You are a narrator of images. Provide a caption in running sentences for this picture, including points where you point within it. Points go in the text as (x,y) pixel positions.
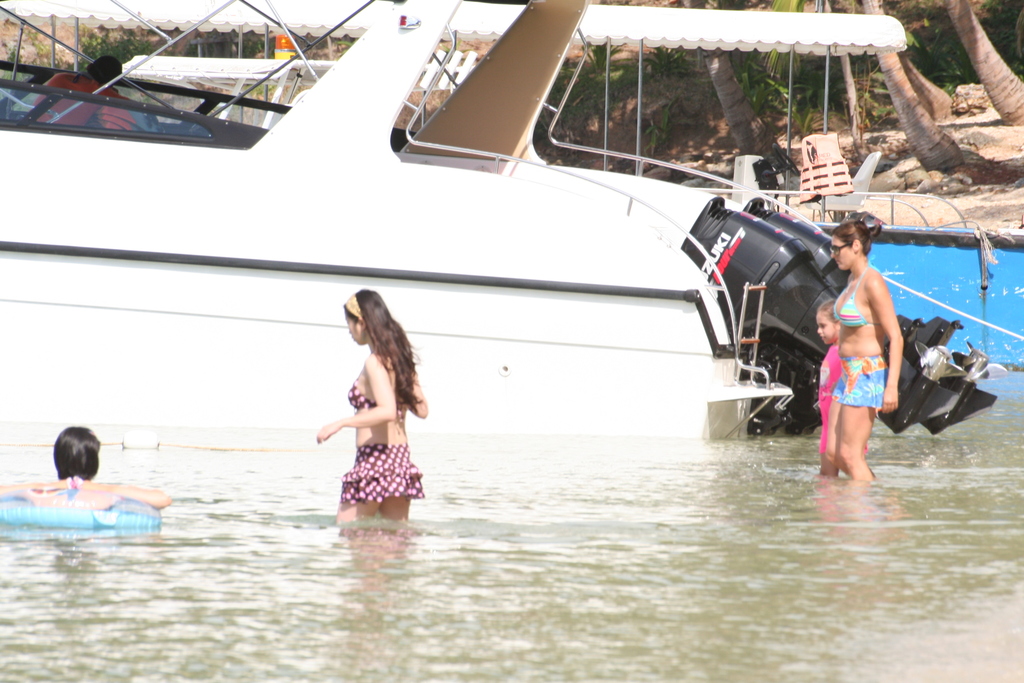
In this image we can see a few people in the water (487,558) and also we can see a boat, in the boat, we can see a person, In the background (734,105), there are some trees (727,105).
